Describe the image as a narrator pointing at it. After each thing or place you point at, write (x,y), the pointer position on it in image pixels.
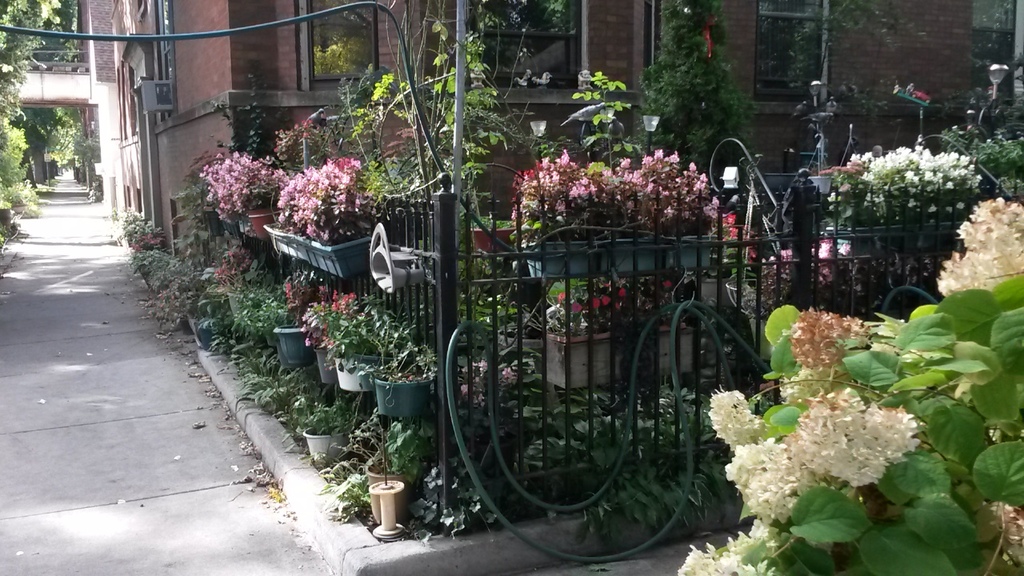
In this image I can see the road (83,436), the railing (490,354), few flower pots (391,386) with trees (350,354) and flowers (331,299) which are pink in color in them, a tree (973,424) which is green in color and few flowers (854,470) which are white in color, few pipes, a building (238,88) which is brown in color and few windows (812,11) of the building (794,40).
